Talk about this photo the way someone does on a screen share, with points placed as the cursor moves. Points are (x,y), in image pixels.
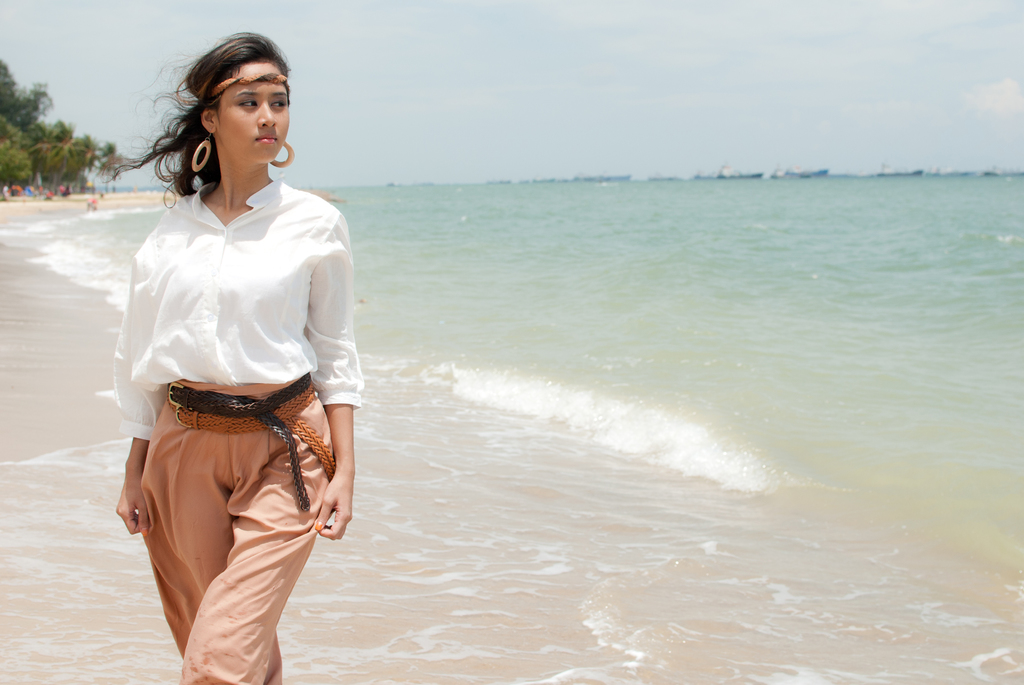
In this picture I can see there is a woman (265,515) standing and she is wearing a white shirt (324,256) and a pant (283,513), with belts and she is looking at right side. There is a ocean (719,216) to right (734,209) and there are few trees (39,164) and few people (89,201) into left and the sky (340,55) is clear.
